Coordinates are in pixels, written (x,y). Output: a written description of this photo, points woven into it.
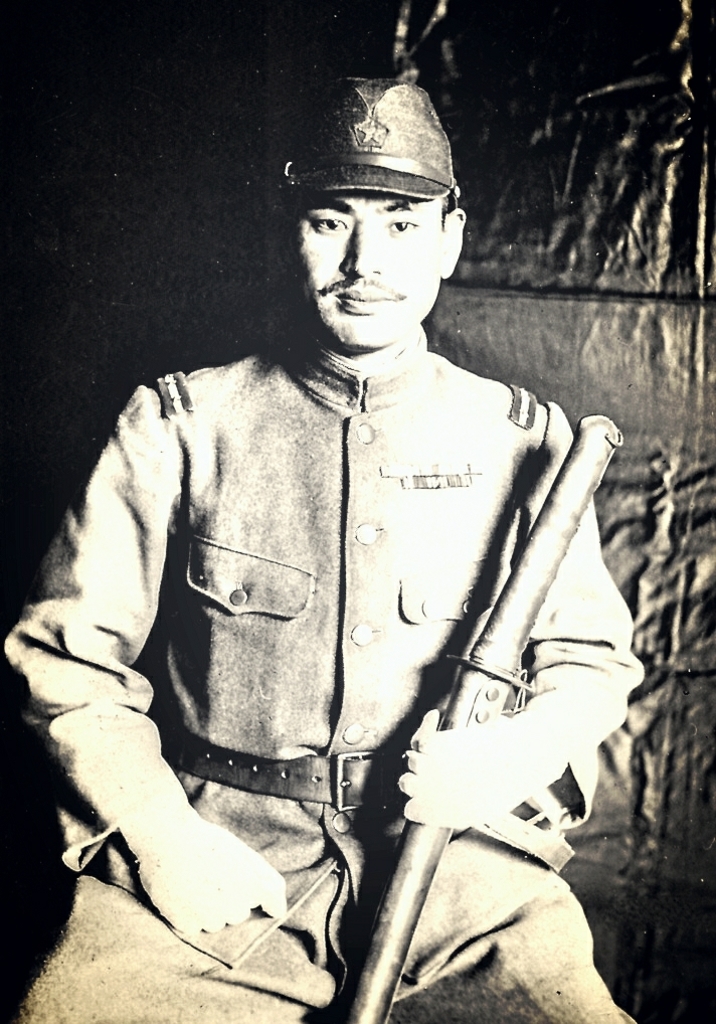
In this picture we can observe a person (260,621) sitting, holding a sword (475,638) in his hand (425,734). He is smiling and he is wearing a cap (331,163) on his head (333,175). This is a black and white image.
